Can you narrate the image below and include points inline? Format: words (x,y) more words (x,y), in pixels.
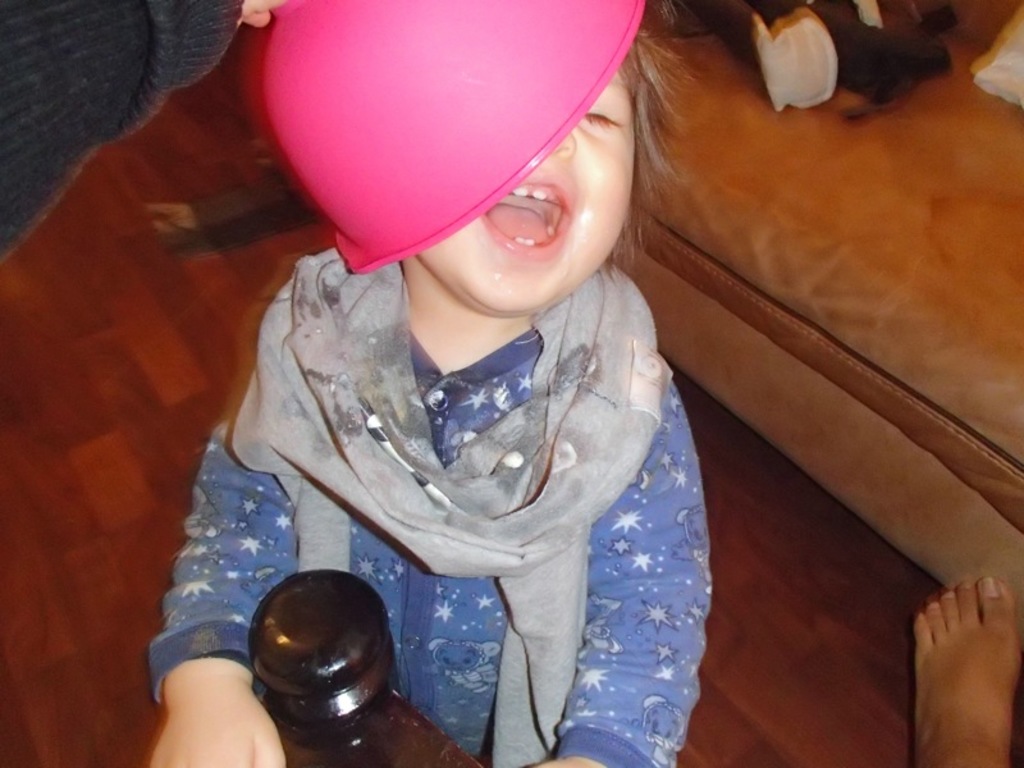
In this image I can see the person (354,459) with the blue and ash color dress (447,509). And there is a pink color bowl (349,150) on the head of the person (471,247). To the side there is a bed (872,309) and I can see the person's leg (955,633). I can also see some clothes (869,61) on the brown color bed (807,361). And there is a wooden floor (68,501).
